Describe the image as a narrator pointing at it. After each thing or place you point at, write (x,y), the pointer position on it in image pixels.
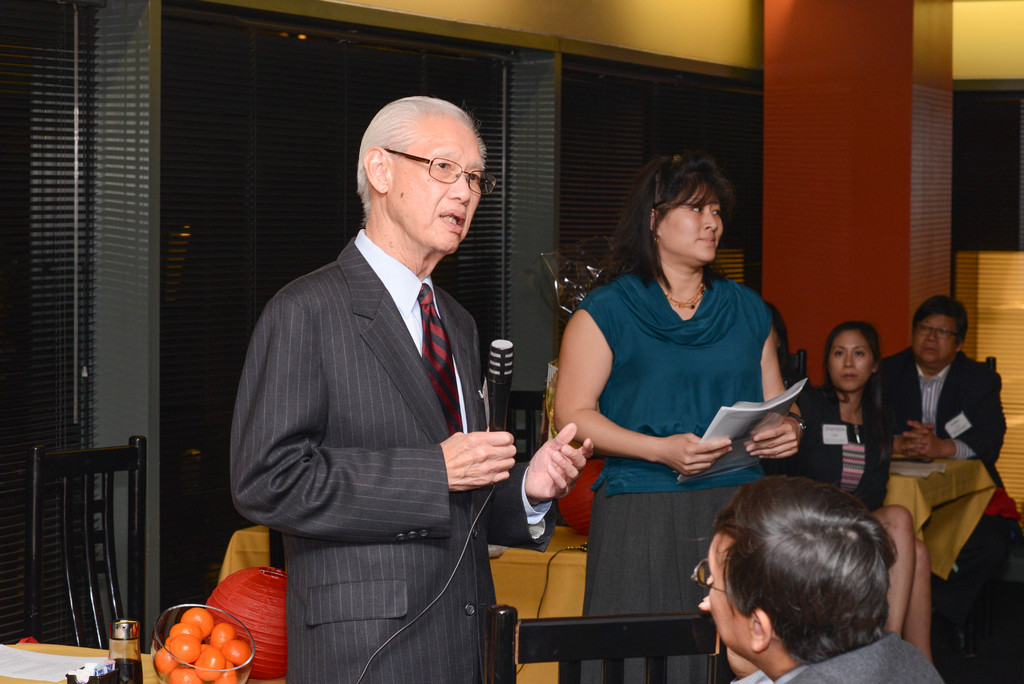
In this picture we can see the old man (404,441) wearing black color suit (406,452) and holding the microphone (490,405) in the hand (487,447) and giving a speech. Beside there is a woman (621,418) holding the papers (745,415) in the hand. In the front (753,601) bottom side there is a person (766,580) sitting and listening to him. In the background (453,54) we can see big window (236,140) with blinds (241,314).
